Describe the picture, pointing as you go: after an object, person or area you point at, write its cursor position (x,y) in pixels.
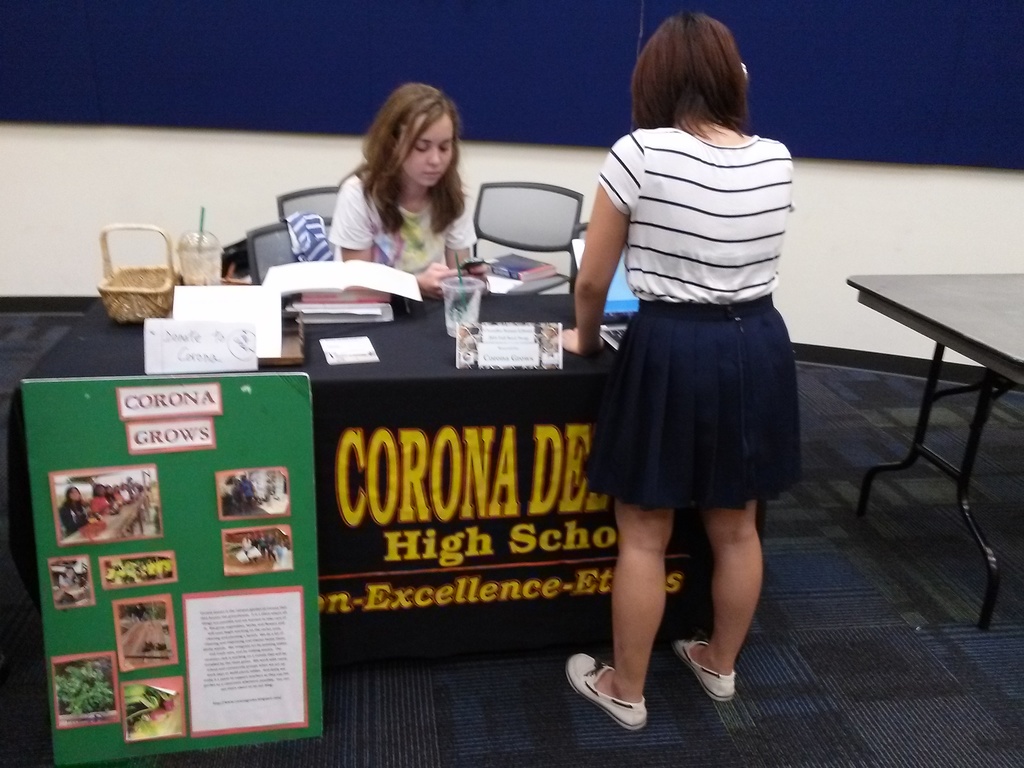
As we can see in the image there is a white color wall (75,245), banner (159,480), chairs (326,194), tables (387,337) and two people (415,247) over here. On table (401,301) there are books (359,297) and glass (461,306).
